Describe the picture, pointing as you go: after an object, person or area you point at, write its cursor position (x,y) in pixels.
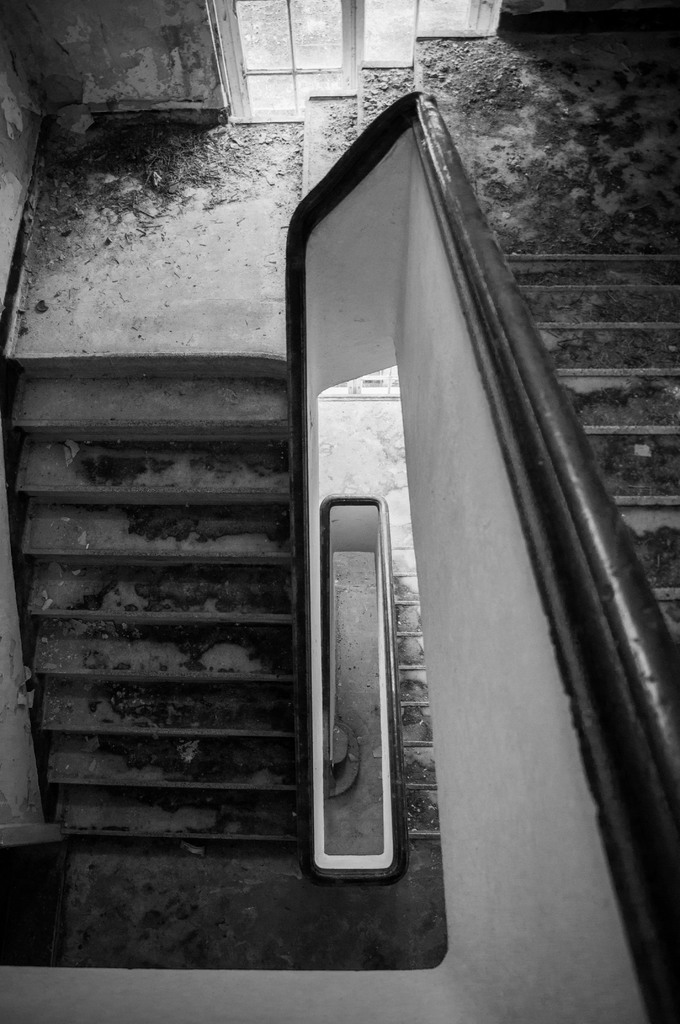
In this picture we can see a staircase (195,674) and in the background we can see a wall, window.
